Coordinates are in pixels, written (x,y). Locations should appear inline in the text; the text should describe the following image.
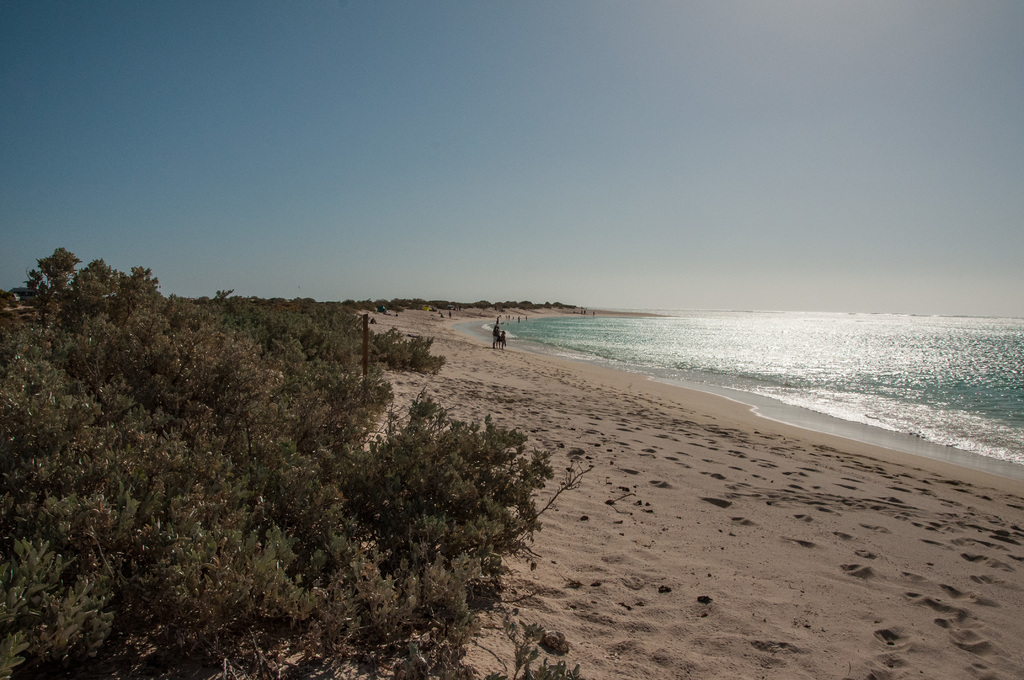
In this picture I can see water (769,377) and few people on the shore (503,363) and I can see trees (296,383) and a blue sky (512,120).
